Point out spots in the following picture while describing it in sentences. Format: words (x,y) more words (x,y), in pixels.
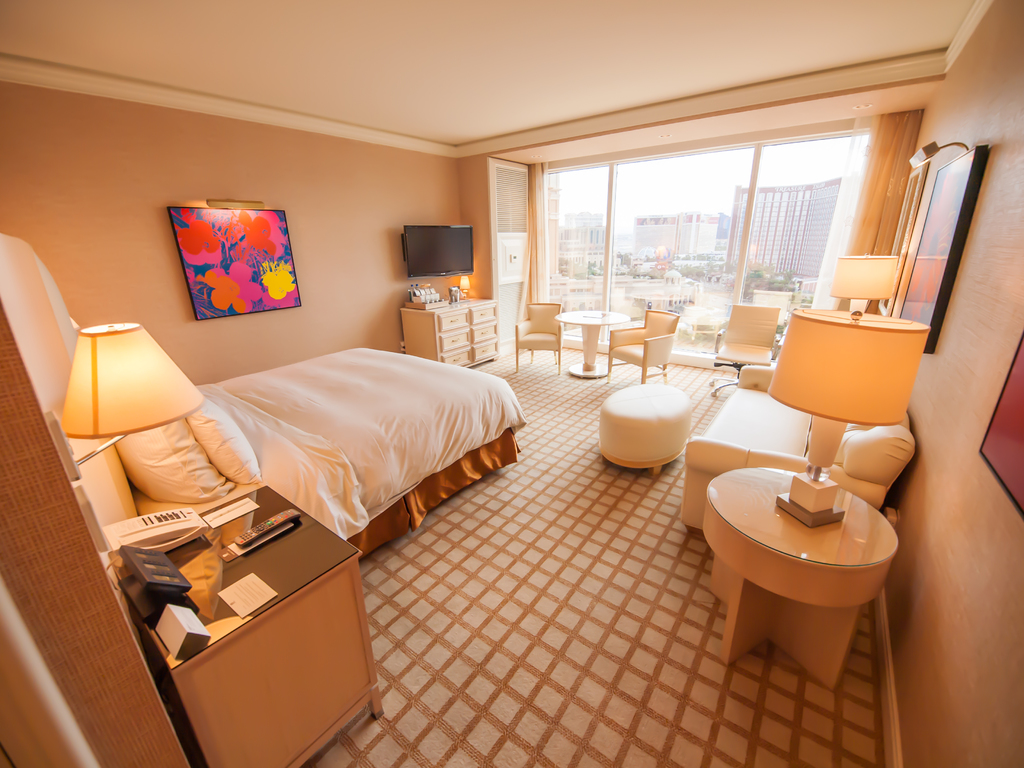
In the image on the left side (109,393) there is a lamp (105,449) on the wall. In front of the wall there is a bed (315,430) with pillows (235,427). Beside the bed (333,420) there is a table (279,616) with telephone (160,521), remote (283,517) and some other things (231,591). On the right side of the image (1014,473) on the wall (996,514) there are frames (1017,459). In front of the wall (996,514) there is a table (781,510) with a lamp (821,436) and sofa (850,432). In the background (559,371) there are chairs (636,336), tables (474,328), walls (396,255) with television (424,259) and a frame (269,257). Behind the chairs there are glass walls (567,222) with curtains (858,164). Behind the glass walls (626,220) there are buildings (686,250).
